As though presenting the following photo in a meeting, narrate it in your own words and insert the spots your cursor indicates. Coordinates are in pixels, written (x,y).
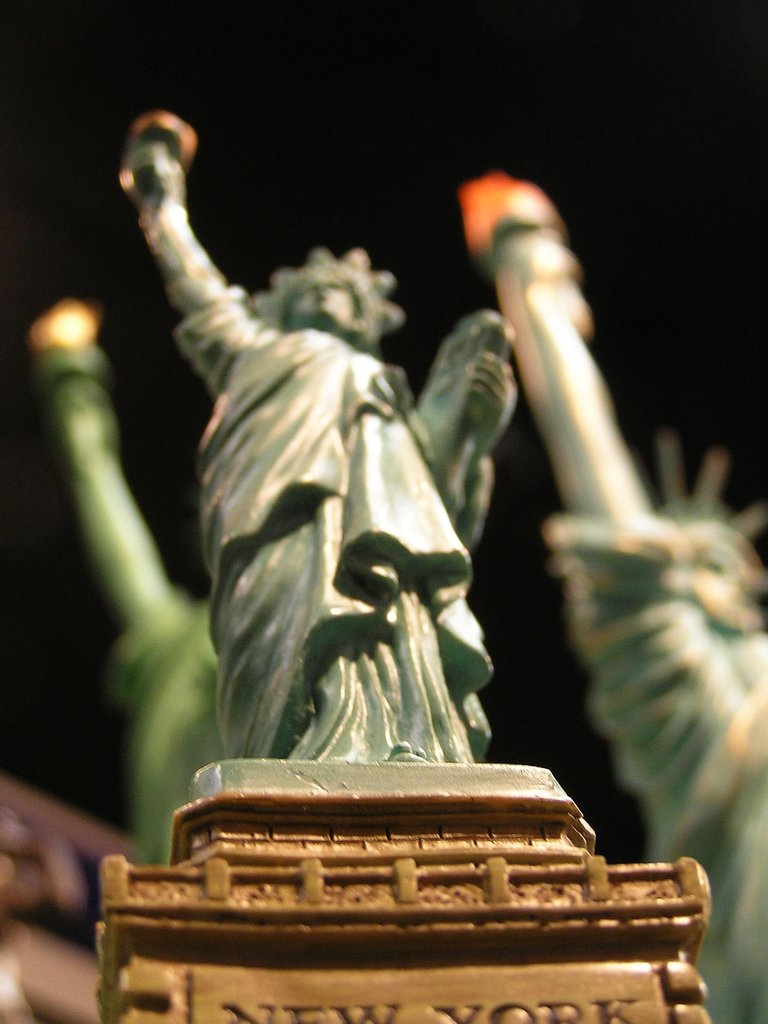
In front of the image there is a statue (374,652) on the pedestal (365,878). Behind that statue (293,683) there are two more statues (678,469) and there is a blur background (168,444).
